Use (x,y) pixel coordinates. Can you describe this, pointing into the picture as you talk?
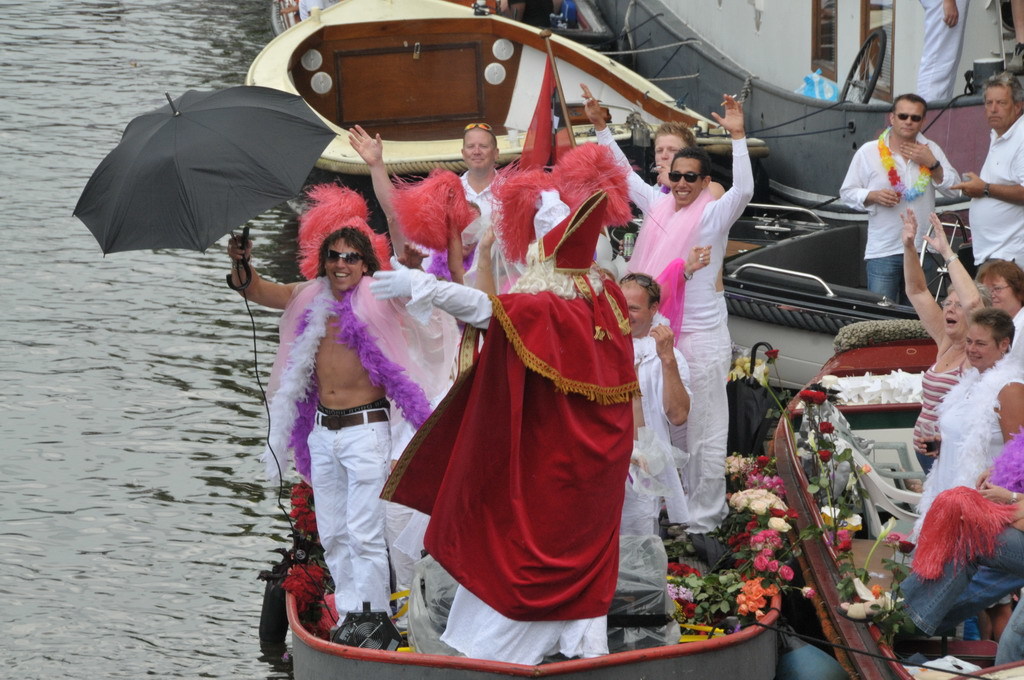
In the picture I can see people (555,283) are on boats (892,359). These boats (733,283) are on the water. I can also see an umbrella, flowers (687,597) and some other objects (596,183).
